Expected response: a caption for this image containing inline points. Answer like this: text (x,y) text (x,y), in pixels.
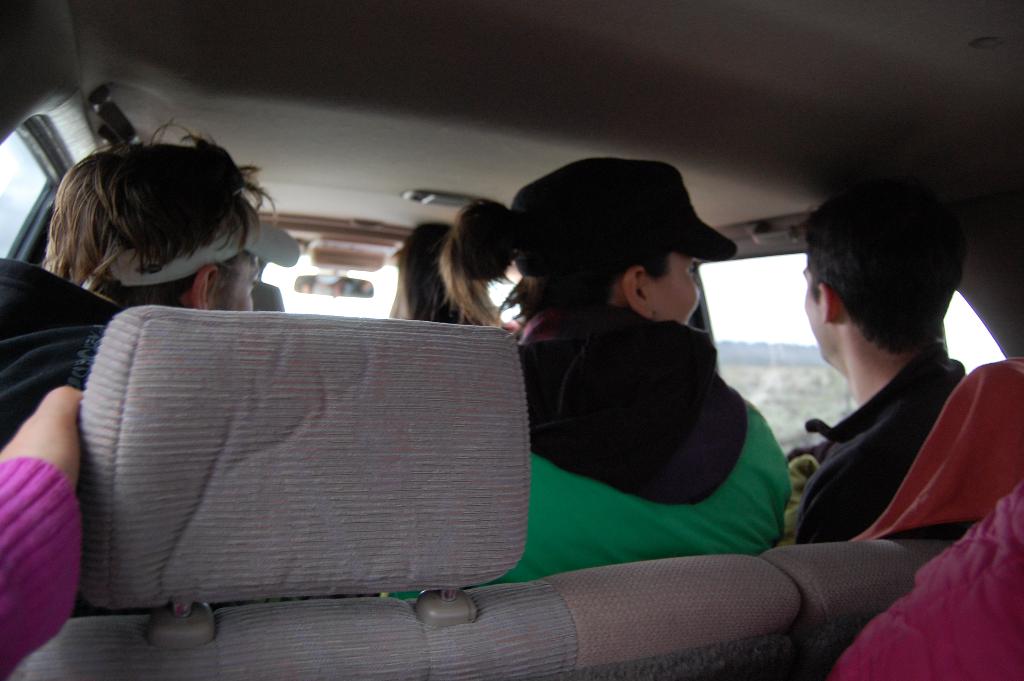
In this picture we can see inside of the vehicle (480,541), there people (64,551) sitting and we can see glass window (727,331), through this glass window (811,358) we can see sky (783,308).
